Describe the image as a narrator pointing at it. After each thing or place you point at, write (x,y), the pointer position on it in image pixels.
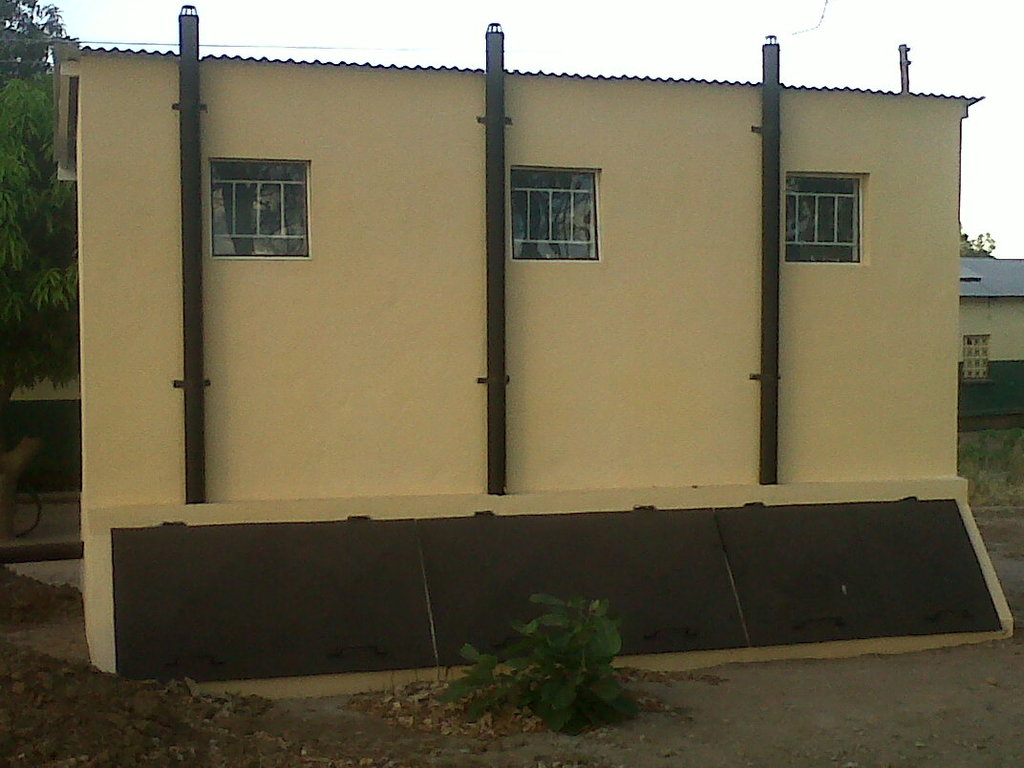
This picture is clicked outside. In the foreground (643,697) we can see a plant (555,670) and some objects (106,725) lying on the ground (533,742). In the center (547,321) we can see the houses (762,290), windows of the houses (440,417). In the background (347,49) we can see the sky (382,7), trees (58,303) and some other objects (44,546).
